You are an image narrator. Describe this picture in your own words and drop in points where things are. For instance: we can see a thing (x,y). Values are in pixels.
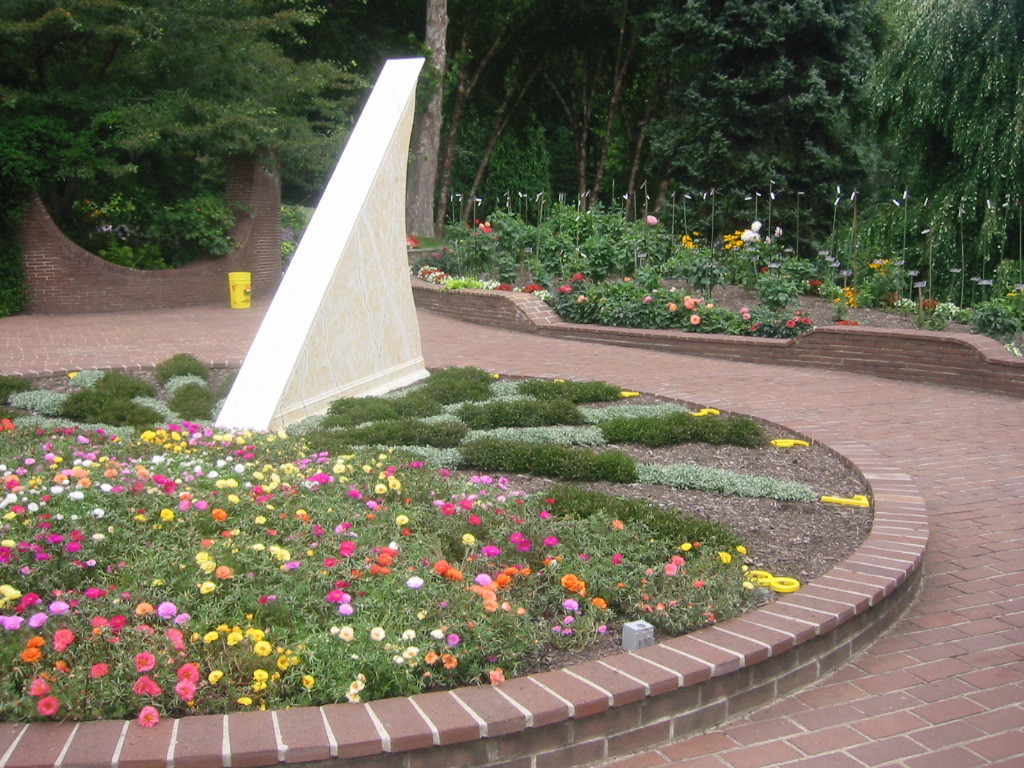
In this picture we can see plants (380,591) with flowers (202,566), grass (409,593), wall (256,751) and some objects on the ground (944,415) and in the background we can see trees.
